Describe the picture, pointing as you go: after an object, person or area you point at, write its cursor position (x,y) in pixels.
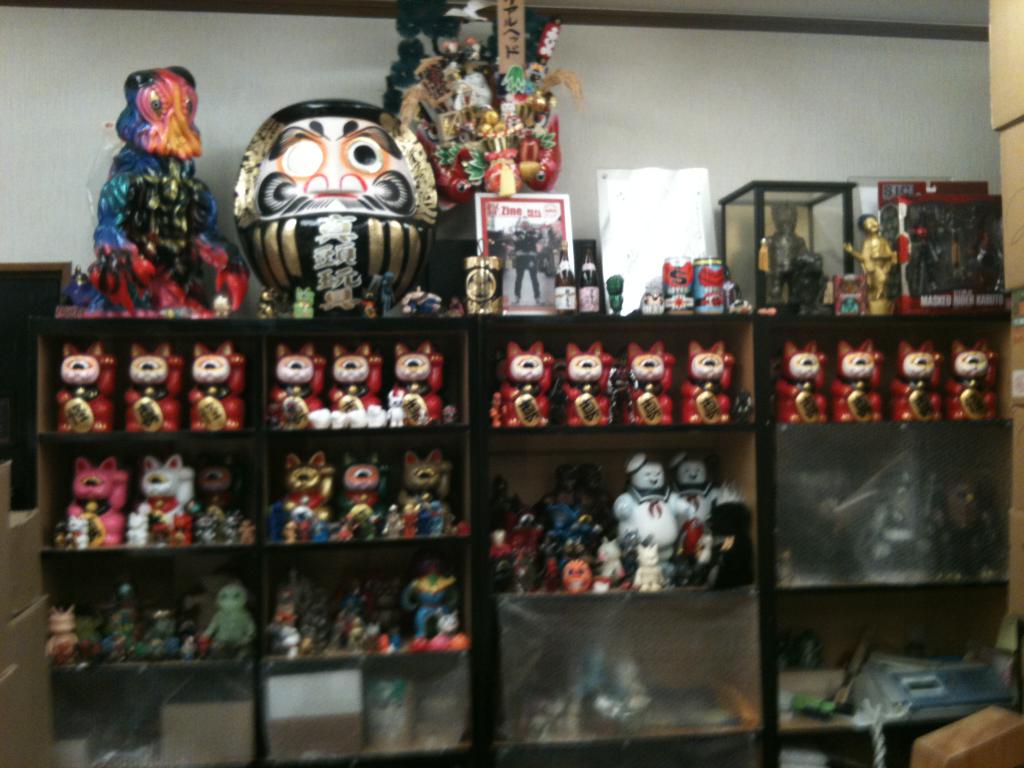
At the center of the image (537,343) in the shelf (611,465) there are many toys (426,406). At the back side (862,66) there is a wall (701,58).
